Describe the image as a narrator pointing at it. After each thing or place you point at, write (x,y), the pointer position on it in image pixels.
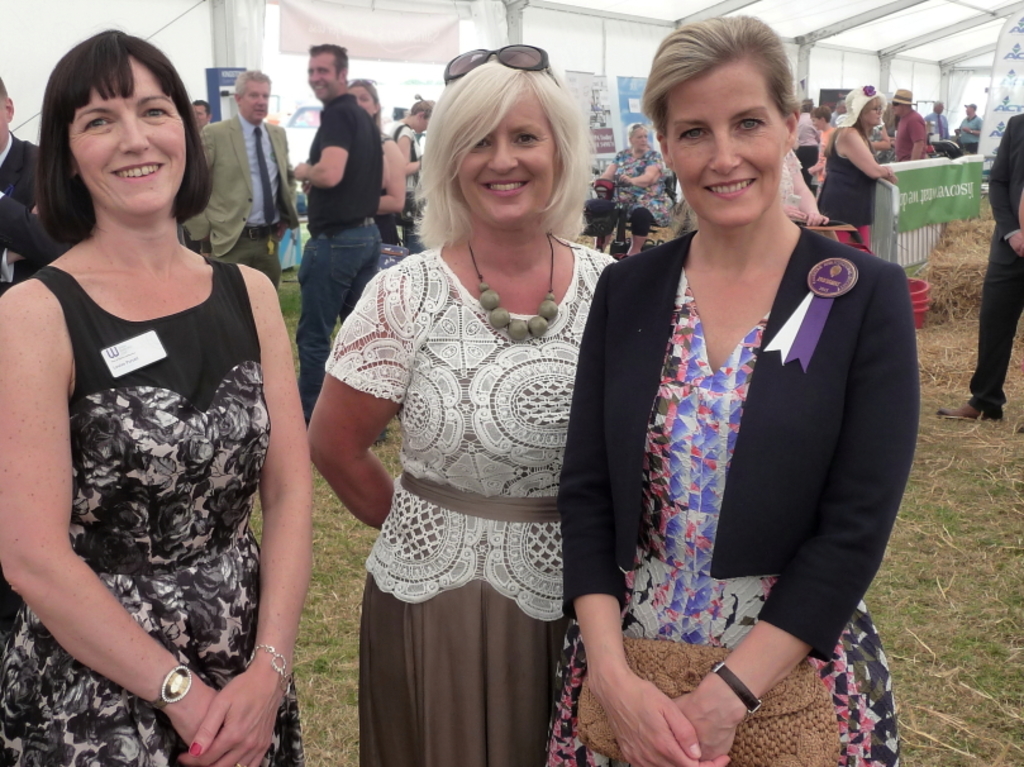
In this image, there are a few people (631,268). We can see the ground (988,677) covered with grass (940,586). We can also see a red colored object (912,306). We can see the fence (888,206). We can see some boards (936,173) with text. We can see the white colored wall (538,12) and the roof (990,20). We can also see some cloth (970,206).
